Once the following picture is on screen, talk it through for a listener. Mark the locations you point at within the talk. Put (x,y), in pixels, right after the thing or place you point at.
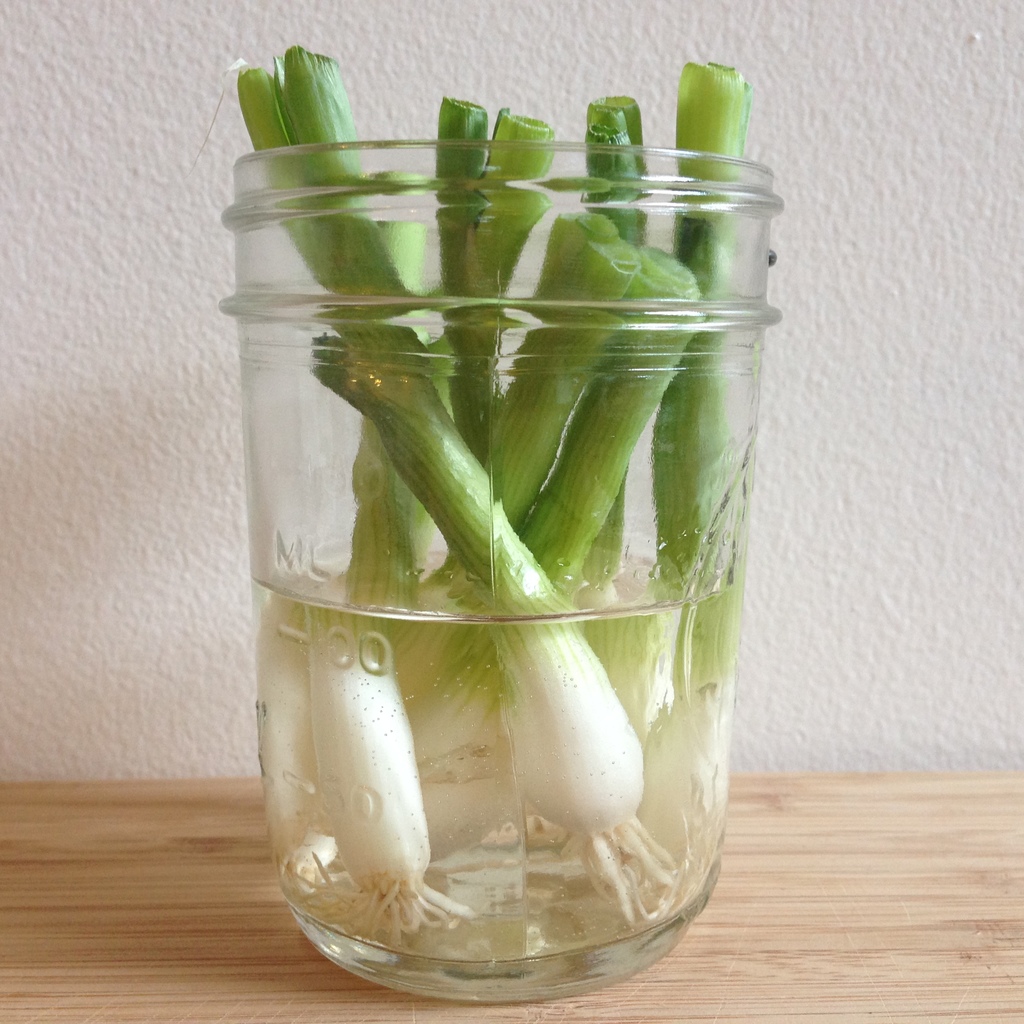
On the wooden surface (81,908) we can see a jar (606,891) along with water (467,675) and spring onion (634,398). In the background (930,178) there is a white wall (103,459).
